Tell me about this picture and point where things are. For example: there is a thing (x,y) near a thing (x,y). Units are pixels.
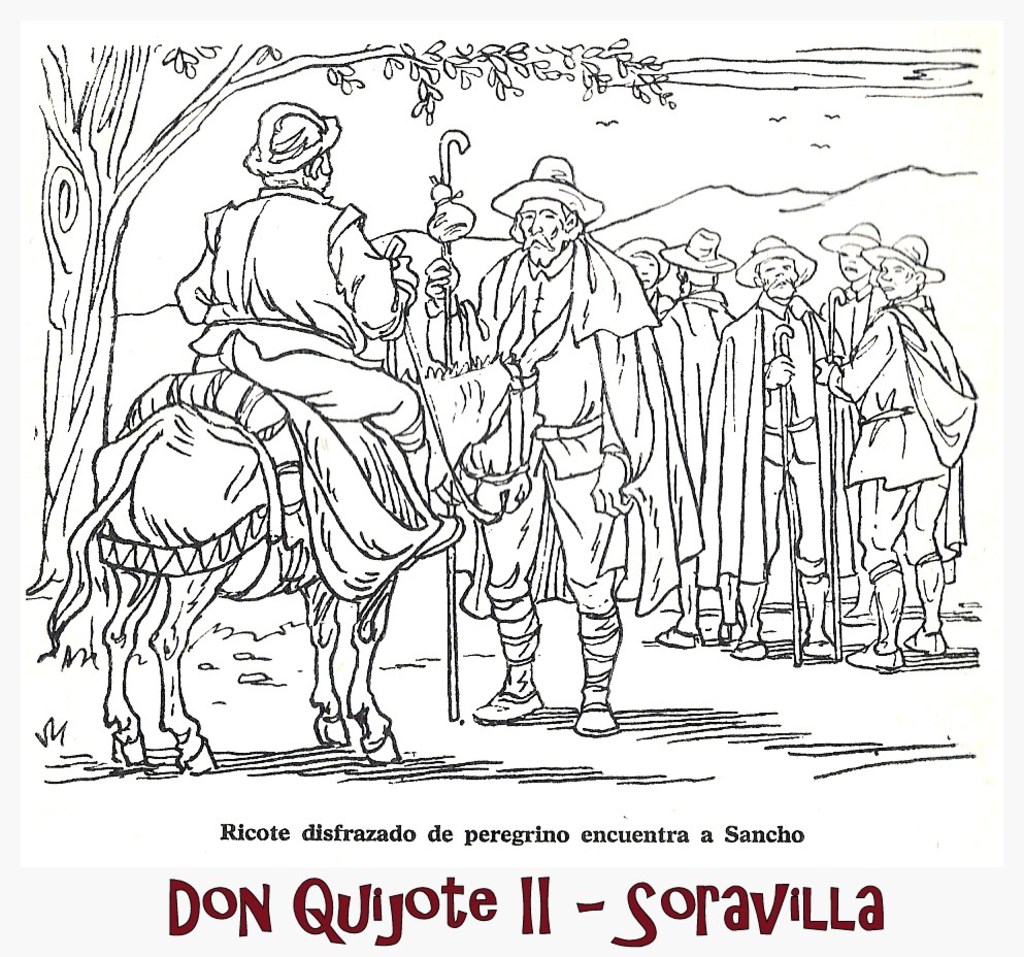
This image consists of a poster (685,666). In which there is a drawing (691,302) of many persons (590,303). To the left (301,327), the man (294,337) is sitting on the horse (295,524). In front of the horse (298,551), there is a man (571,403) standing along with the stick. To the left (98,219), there is a tree (81,317). At the bottom (357,887), there is text (377,905).
